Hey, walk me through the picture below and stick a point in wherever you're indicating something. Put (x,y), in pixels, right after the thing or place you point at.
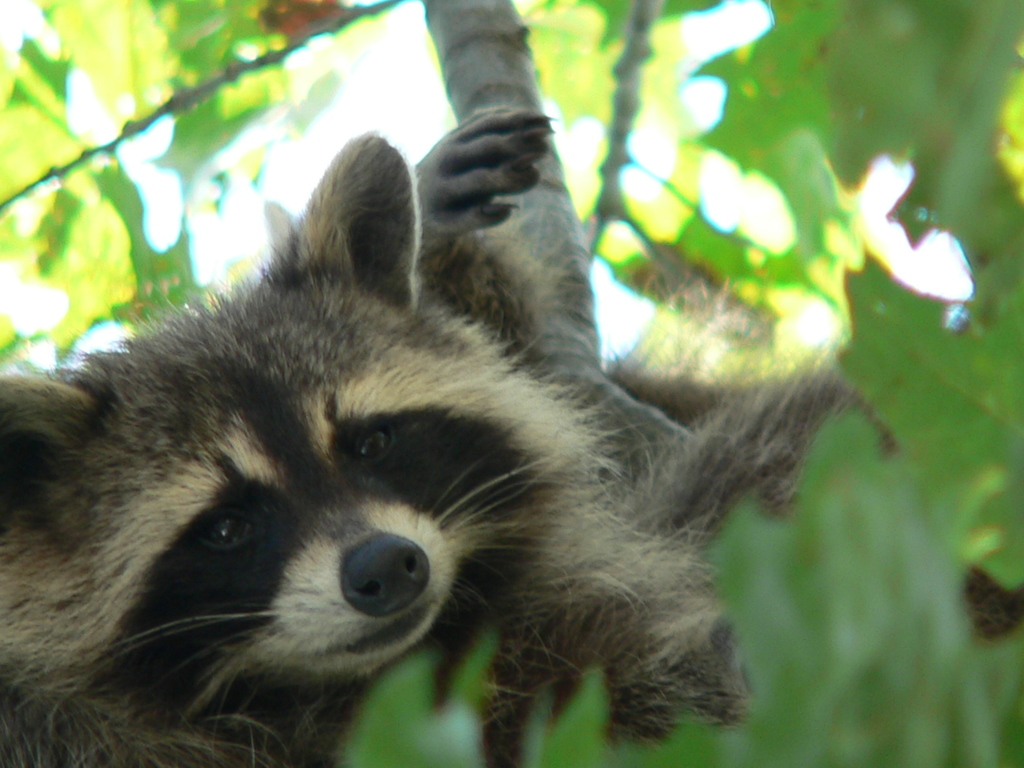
In this image there is a raccoon (149,344) on a tree (451,46).
